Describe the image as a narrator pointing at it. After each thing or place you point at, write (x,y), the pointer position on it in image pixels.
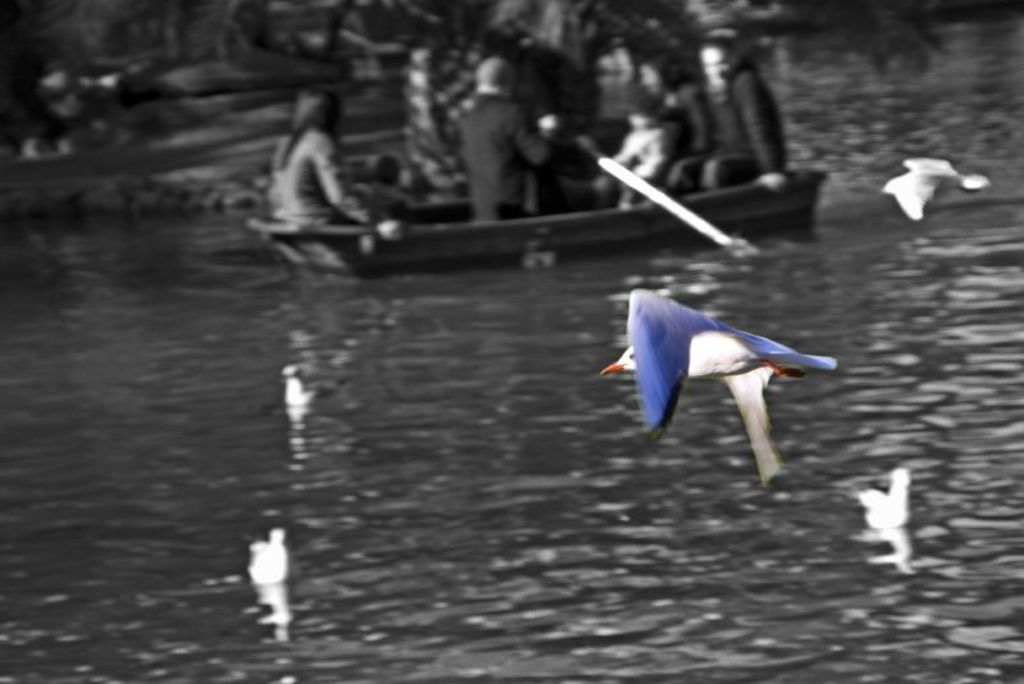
In this image there are birds (888,185) and we can see water (350,483). There is a boat (540,247) on the water (424,425) and we can see people (440,173) sitting in the boat (621,242).
